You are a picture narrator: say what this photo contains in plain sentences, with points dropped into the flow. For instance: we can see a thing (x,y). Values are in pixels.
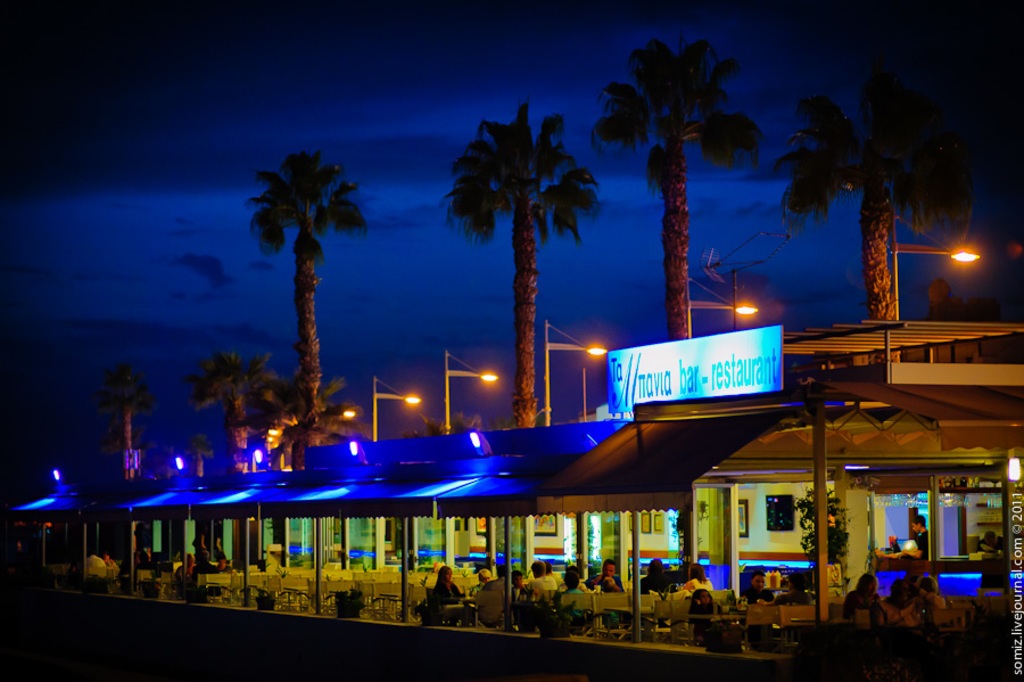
This image is taken during night time and in this image we can see a restaurant (709,376). We can also see a few people (568,581) sitting in front of the dining tables (520,600). Image also consists of street lights (482,379), trees (869,254) and also the sky (82,182). On the right (1021,603) there is text (1019,627).
